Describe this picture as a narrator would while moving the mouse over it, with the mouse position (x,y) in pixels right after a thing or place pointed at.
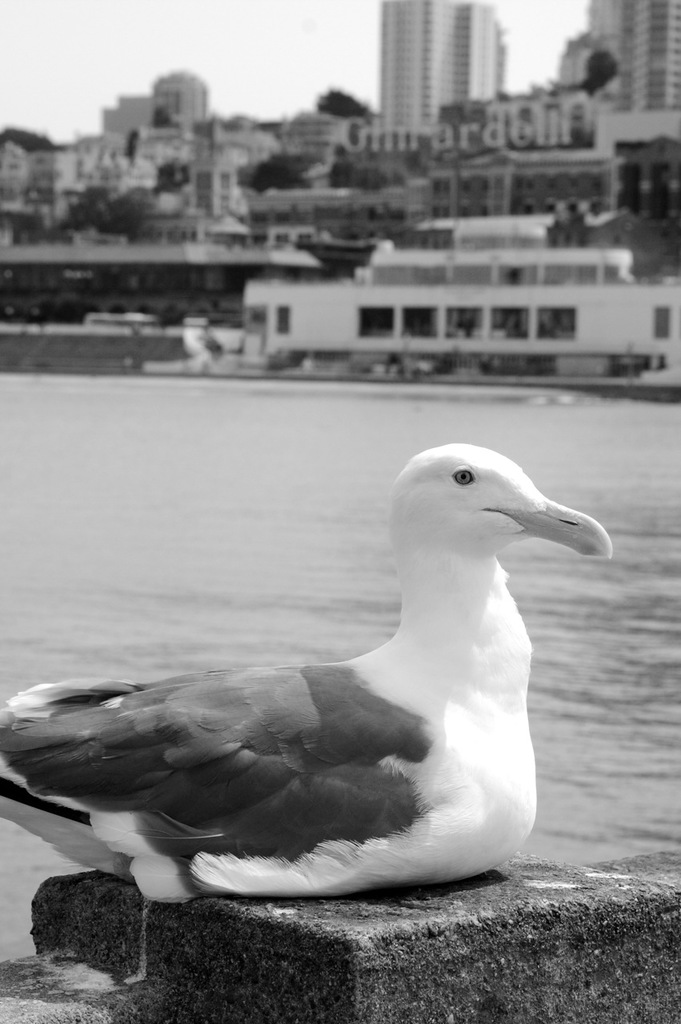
In this picture we can observe a seagull (404,746) sitting on the wall (372,920). In the background (218,565) there is a river (188,411). We can observe some buildings (422,206) and trees (393,182). This is a black and white image.
